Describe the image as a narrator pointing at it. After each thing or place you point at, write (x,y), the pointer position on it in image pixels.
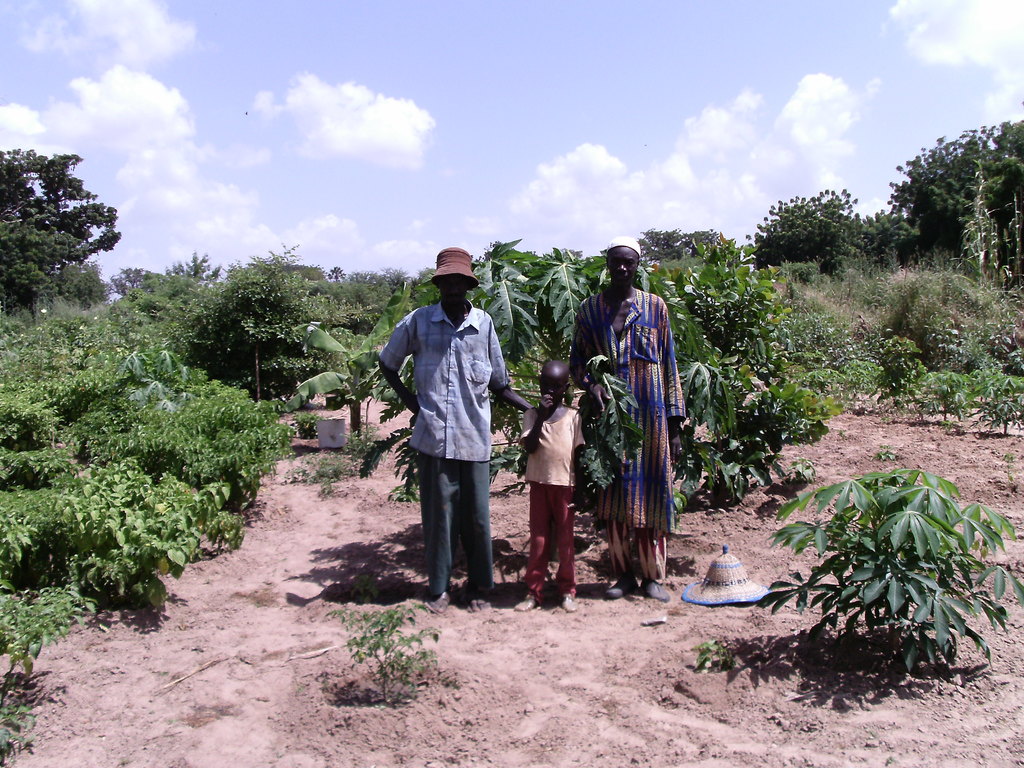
In this image we can see three persons (485,448) standing and we can also see plants (736,403), trees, sand (703,526), cap (739,568) and in the background (500,141) we can see the sky (492,186).
